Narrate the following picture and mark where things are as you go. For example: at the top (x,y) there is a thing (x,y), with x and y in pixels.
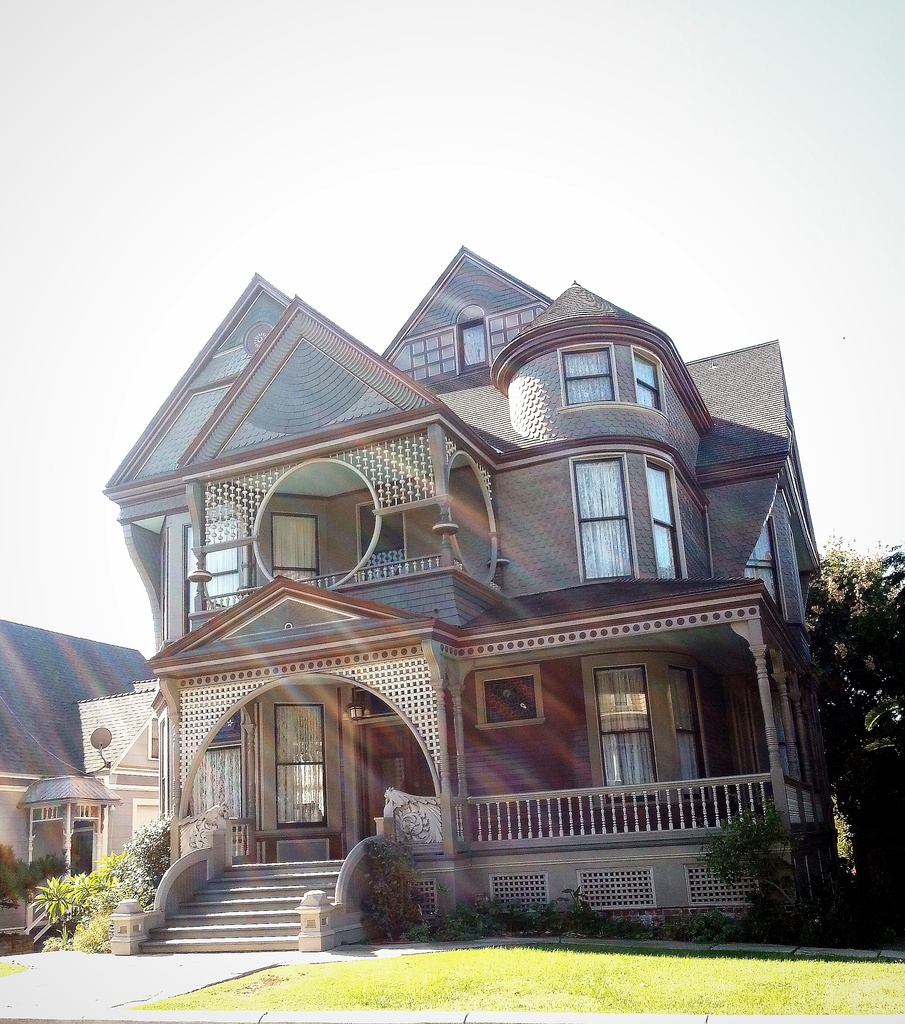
In this image there is a building (569,648) in the middle (548,640). In front of it there is a garden (528,977) in which there is grass (593,977). There are small plants (88,885) on the left side (76,905). On the right side (836,594) there are trees (825,628). At the top (656,176) there is the sky (686,172).
